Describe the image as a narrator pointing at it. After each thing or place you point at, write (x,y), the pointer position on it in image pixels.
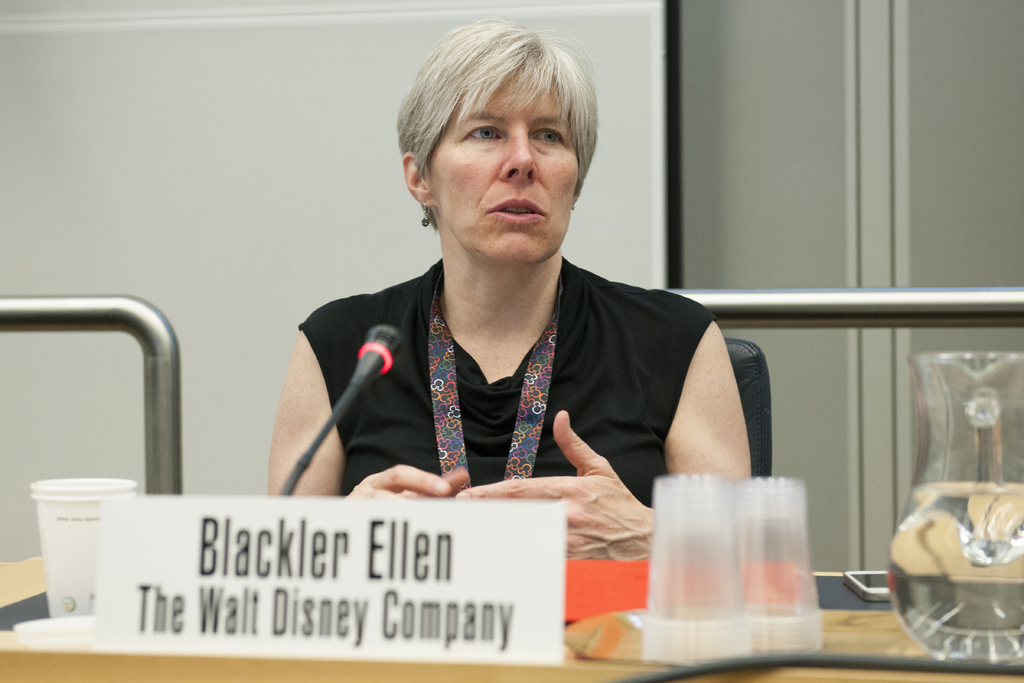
In this image, woman (643,349) in black color. She wear a tag (533,411) on his neck (526,271). She is talking something in-front of microphone (389,353). At the bottom (564,674), we can see wooden table (421,669), name board (417,604). Few items (1007,510) are placed on the table (837,575). At the background (804,340), we can see a rods (781,325) and white color wall (335,221).
